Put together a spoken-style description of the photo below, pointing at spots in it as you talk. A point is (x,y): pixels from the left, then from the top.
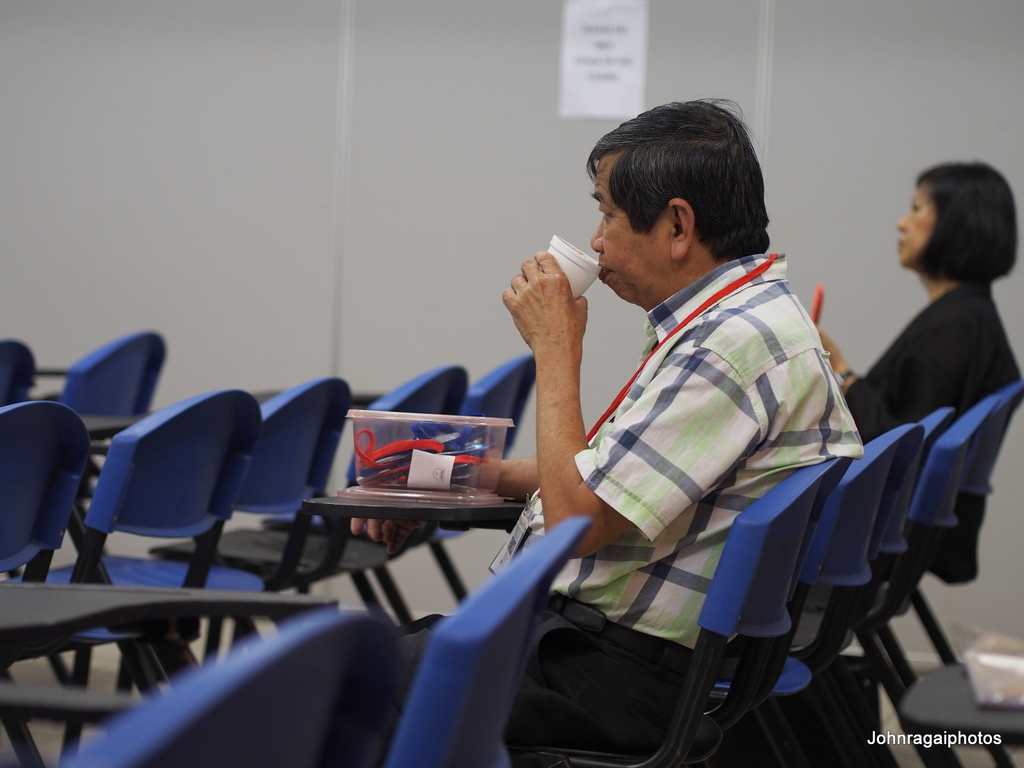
In this picture we can see man (757,400) and woman (955,283) sitting on chairs (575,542) and here man (640,249) drinking with cup (583,289) and in front of them we have box (436,463), chairs (245,472) and beside to the wall (445,88) with sticker (585,75).
